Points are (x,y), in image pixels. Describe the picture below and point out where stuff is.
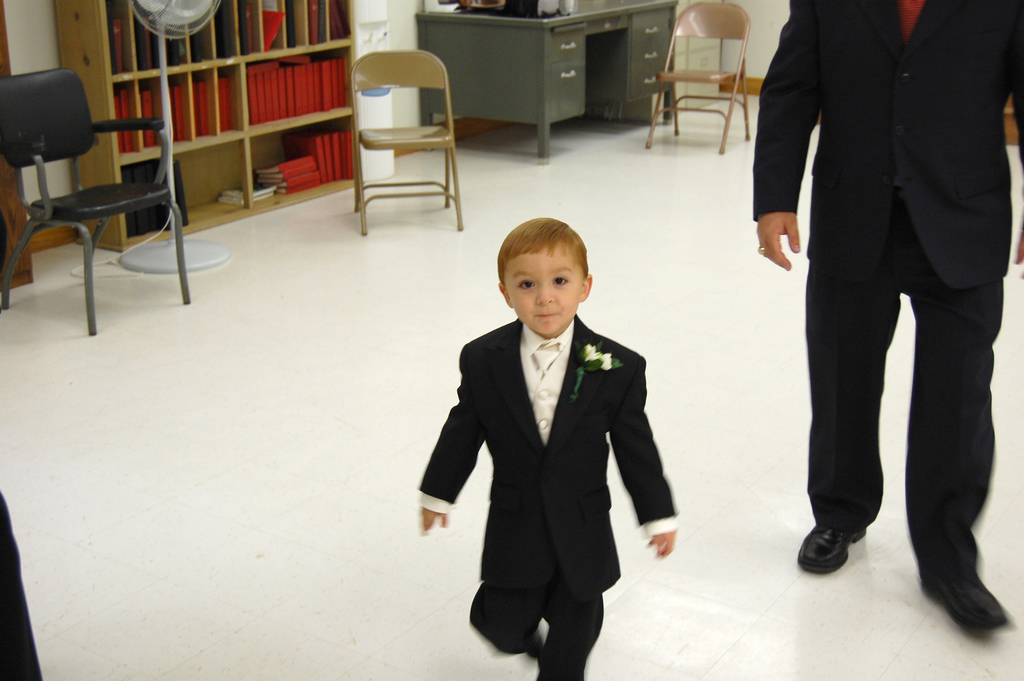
this is an image clicked inside the room (455,604). In this image I can see a boy (563,455) wearing black color suit (579,447) and walking on the floor (541,625). On the right side of the image (888,181) I can see a man (899,200). On the top left side of the image (247,74) I can see a cupboard (233,70) in that some files (273,92) are placed. On the top of the image (528,25) I can see a table (589,35) and there are some chairs (446,125).
